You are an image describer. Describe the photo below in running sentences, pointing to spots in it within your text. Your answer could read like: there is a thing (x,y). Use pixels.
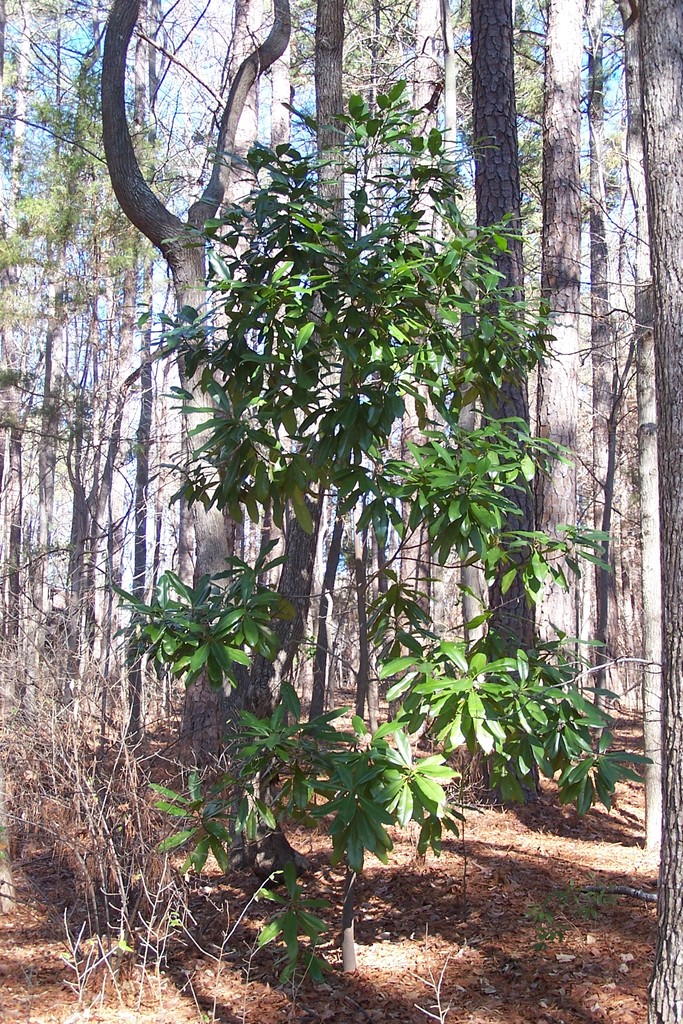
In this picture I can see trees (239,301), and in the background (160,135) there is sky (39,139).
